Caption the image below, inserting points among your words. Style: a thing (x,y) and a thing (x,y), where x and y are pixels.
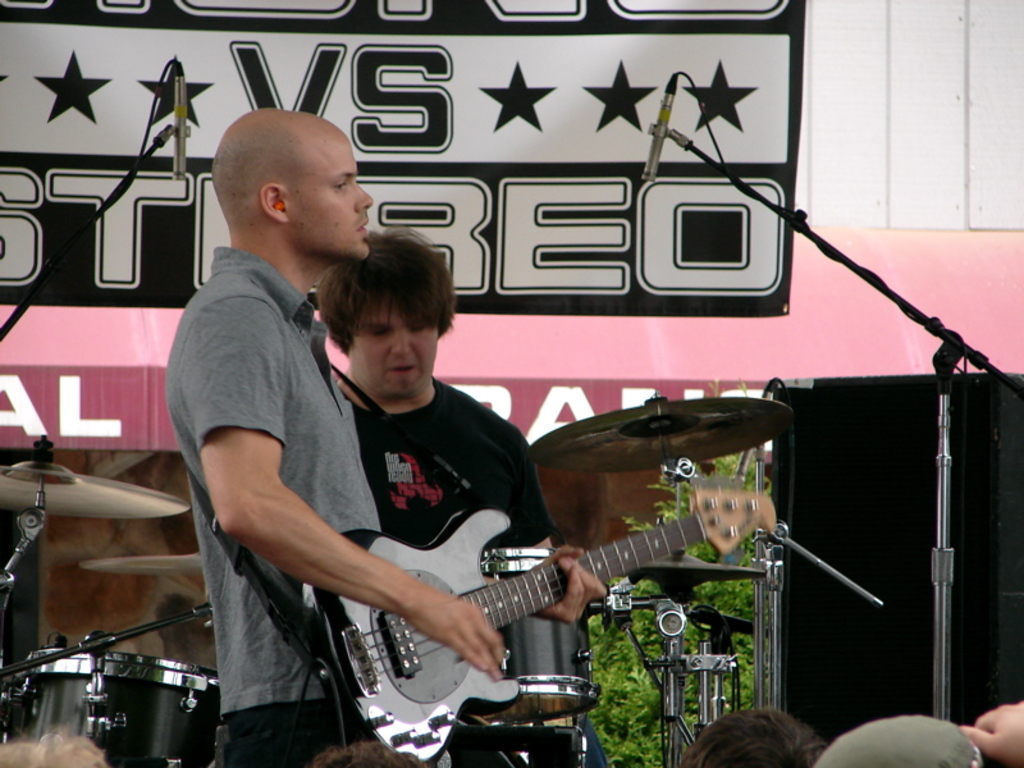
In the image we can see there are people (364,522) who are standing and one is holding guitar (672,539) in his hand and behind there is a person (442,513) and drums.
